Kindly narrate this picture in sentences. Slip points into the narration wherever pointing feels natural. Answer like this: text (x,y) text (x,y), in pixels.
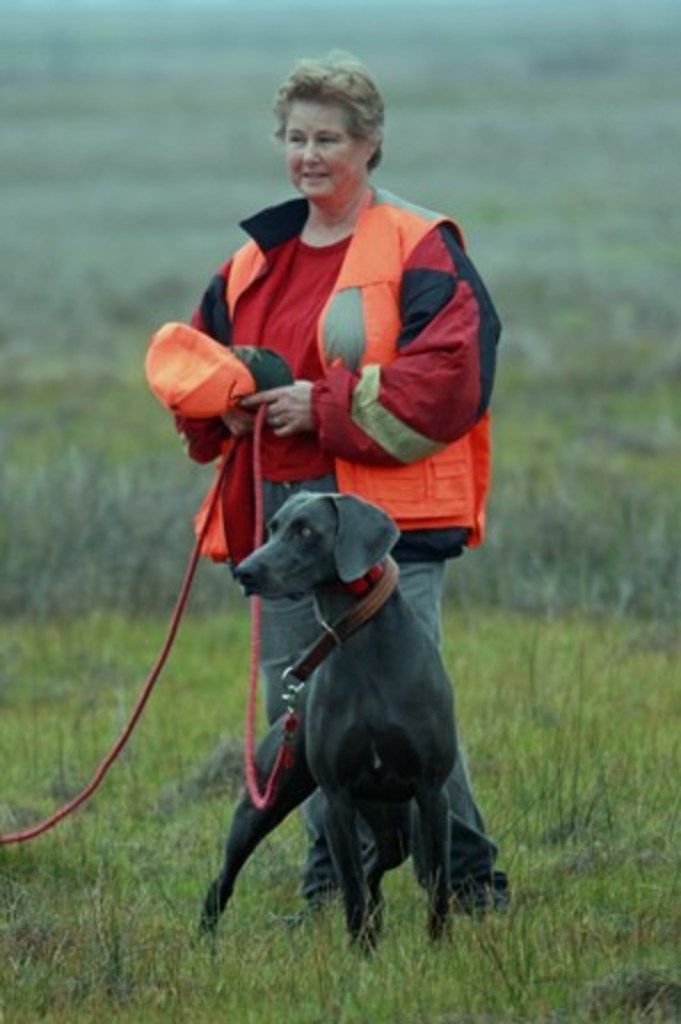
In this picture we can see a woman (377,483) holding a cap (192,361) in her hand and standing on the grass (238,752). She is holding a dog (286,570) with a leash (200,542). Background (68,382) is blurry.
